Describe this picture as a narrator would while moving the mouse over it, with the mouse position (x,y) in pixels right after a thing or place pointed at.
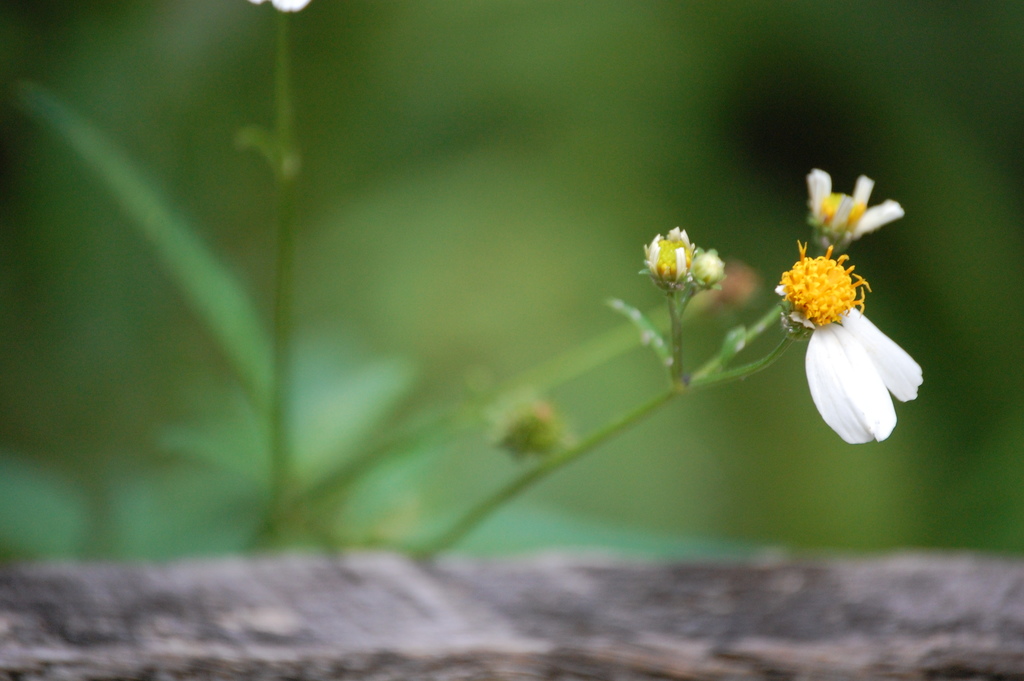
In this picture there is a flower (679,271) on the right side of the image (852,279).
